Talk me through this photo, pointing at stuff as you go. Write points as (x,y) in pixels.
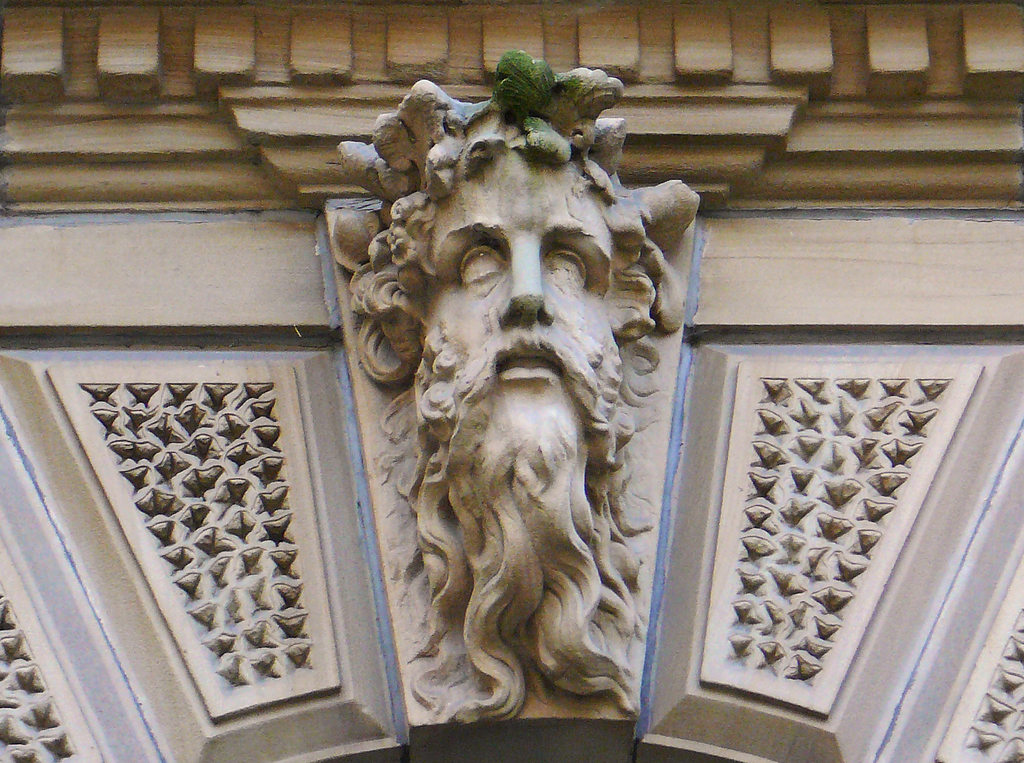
In the center of this picture (514,309) we can see a sculpture (516,442) of a person (534,328) with a beard (519,554) and the sculpture (572,161) is attached to the wall (981,125) of a building (883,222).
